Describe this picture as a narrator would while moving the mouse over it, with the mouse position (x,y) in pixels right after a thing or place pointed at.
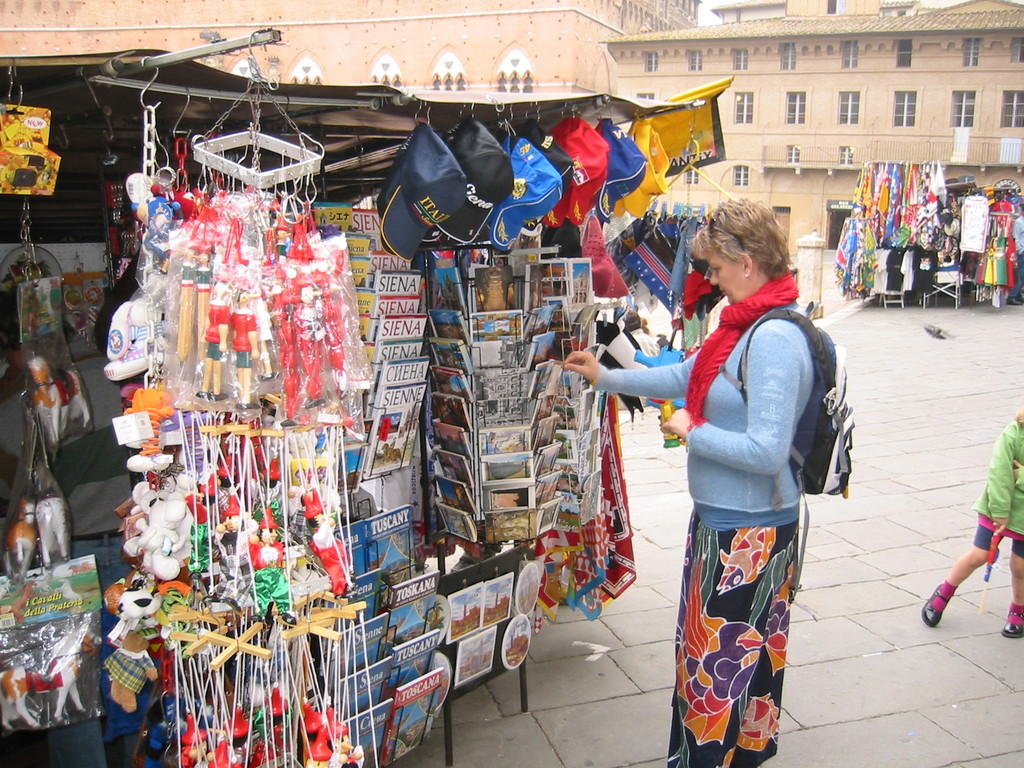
In this picture we can see a woman (783,456) wearing a blue t-shirt (768,395), backpack (846,412) on the back (808,414) and standing in the front (769,468), reaching for a postcard (550,395) from the outside stall (502,378). Behind we can see brown building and glass window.
